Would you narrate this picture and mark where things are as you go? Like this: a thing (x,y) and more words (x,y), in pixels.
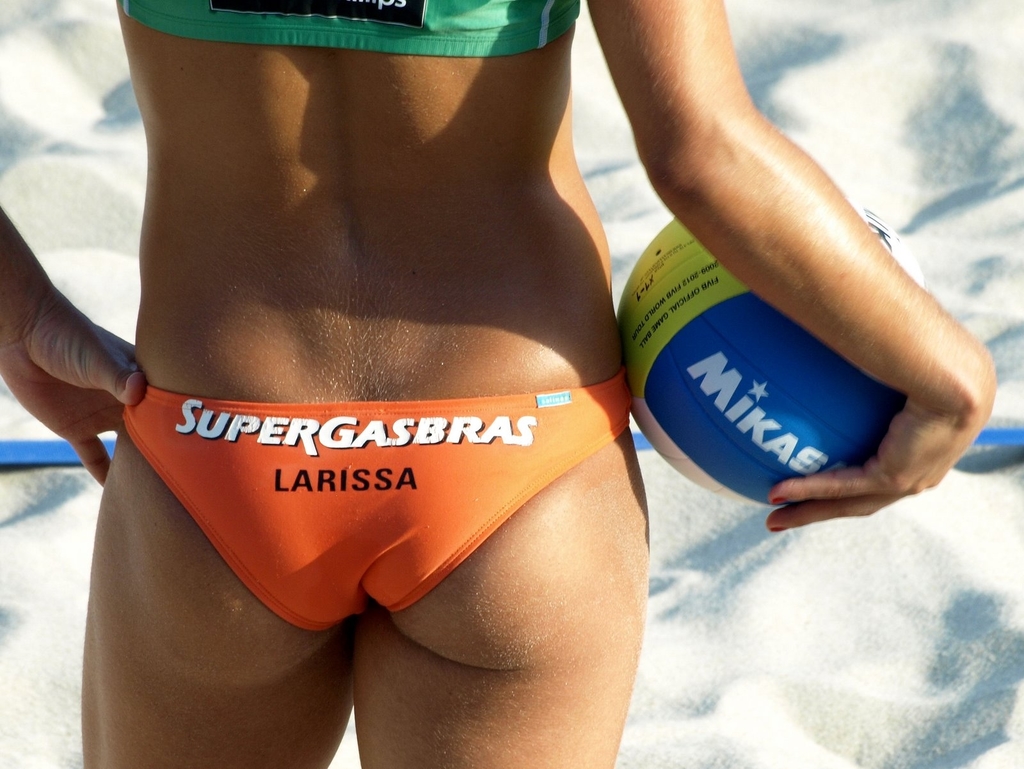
In this image we can see a woman (347,338) wearing a bikini (207,447) is holding a ball (782,433) in her hand (909,417) and standing on the ground (974,691).
